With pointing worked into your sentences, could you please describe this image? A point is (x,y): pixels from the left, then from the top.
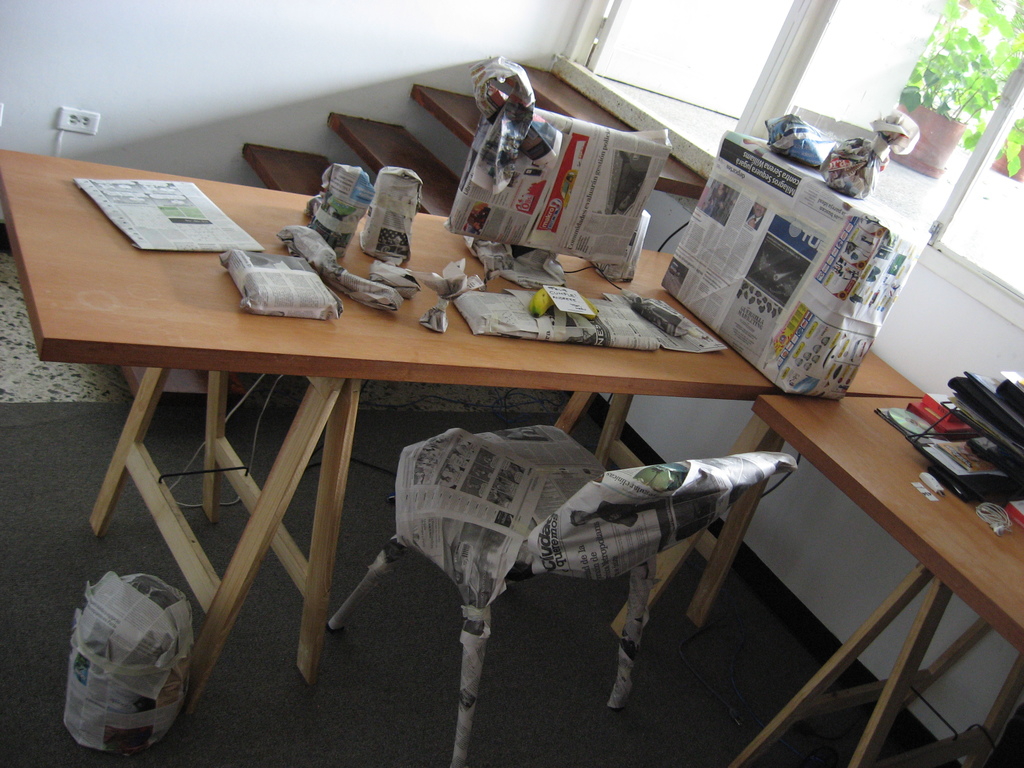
In this image there is a table (112,354) having few objects (400,291) on it which are covered with news paper (566,241). There is banana (539,304) on it. Before the table (410,328) there is a chair (494,530) covered with newspaper (489,570). There is an object (104,671) covered with newspaper (73,631) is on the floor (177,578). Right side (876,458) there is a table (950,556) having a disc (902,418) and books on it. Behind the table (157,327) there is stairs (482,126). Top of image (764,51) there is a door (749,53), beside there are few pots (936,145) having plants (962,71) in it.
